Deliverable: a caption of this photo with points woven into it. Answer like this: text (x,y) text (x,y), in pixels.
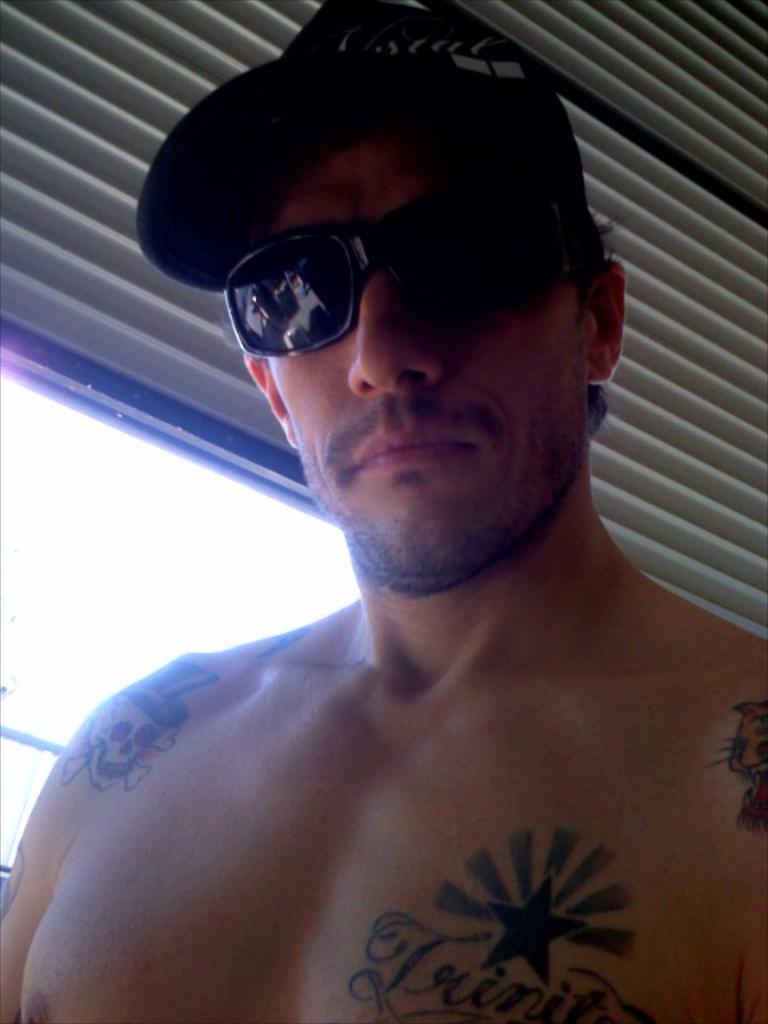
This person (507,488) wore goggles (311,311) and cap (405,104). On this person's body (444,728) there are tattoos (748,774). Here we can see window (86,675).
